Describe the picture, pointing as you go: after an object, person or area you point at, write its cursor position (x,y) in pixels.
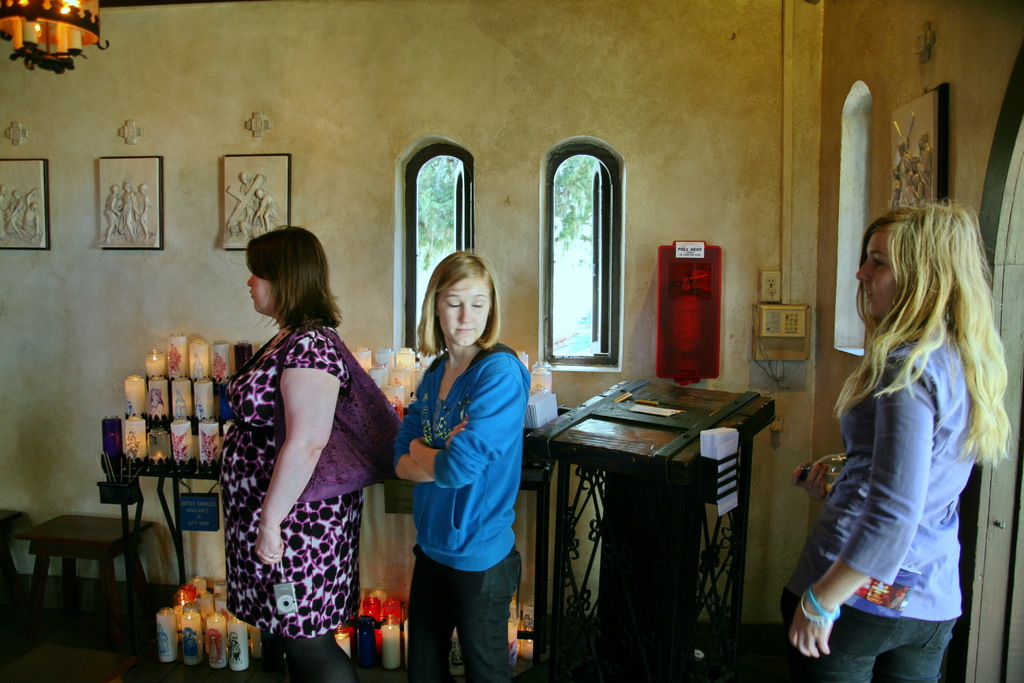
In the picture we can see three women's (440,431) are standing beside them there is a stool (98,548) and candle (189,620) are placed. This is a wall (42,142) and there are two windows (458,183). This is a podium (645,427).
